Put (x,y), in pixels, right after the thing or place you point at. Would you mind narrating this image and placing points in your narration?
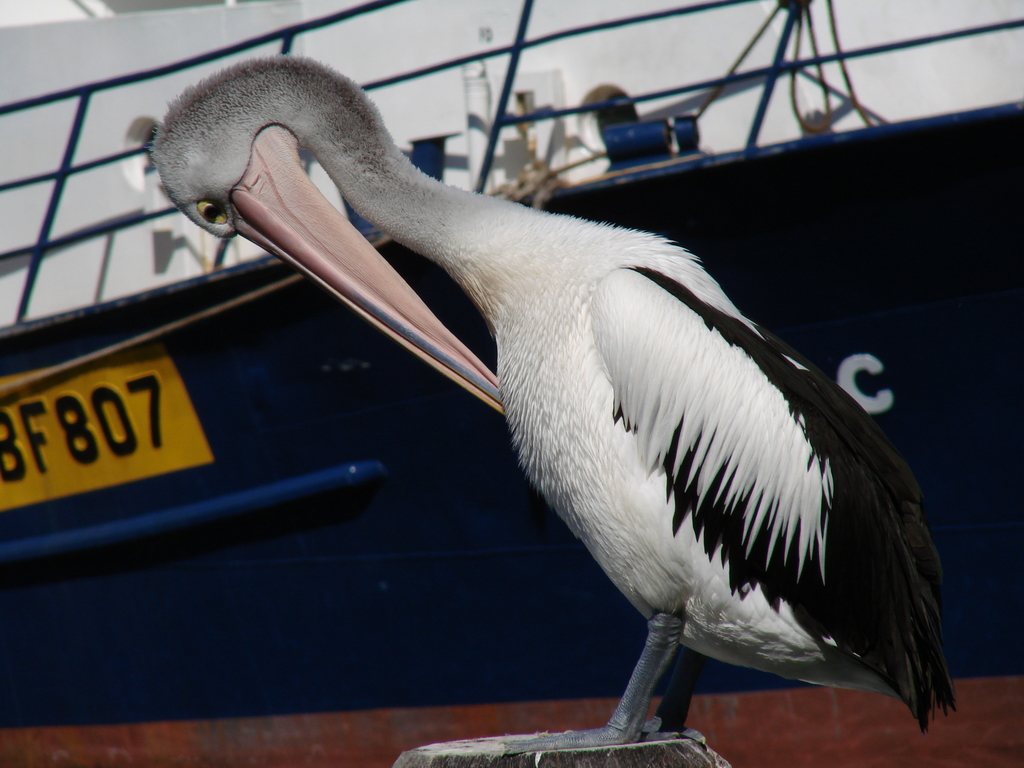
In this image there is a bird (573,281) in the background (718,141) there is a ship (149,706).
